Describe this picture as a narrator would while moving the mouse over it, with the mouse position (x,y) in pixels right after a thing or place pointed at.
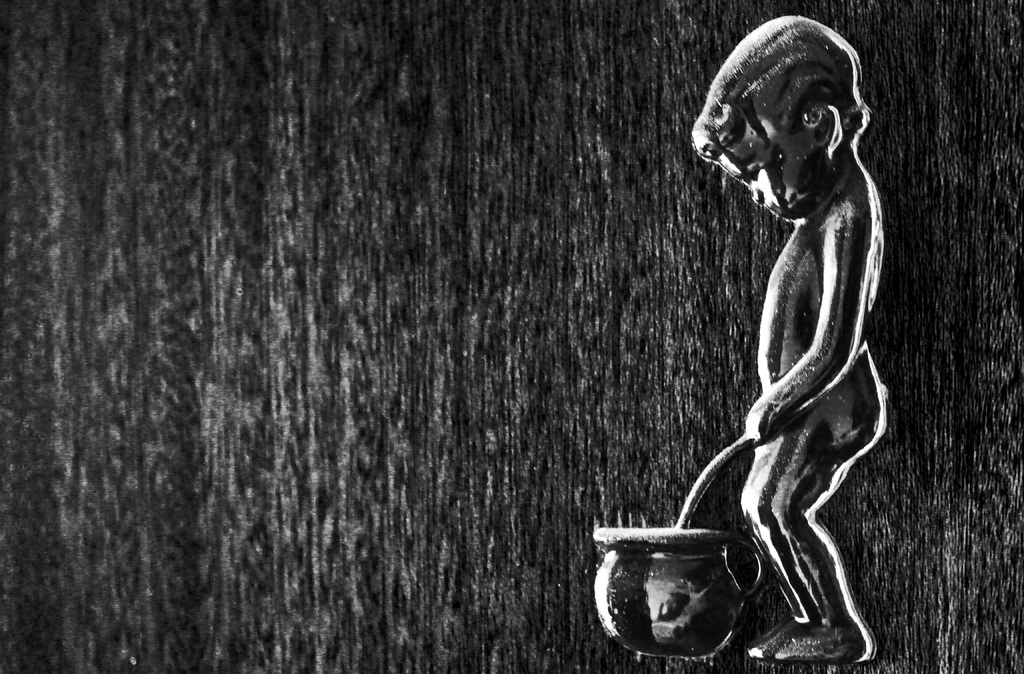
This is a black-and-white image in which there is a person (820,393) standing and there is a jar (689,591).
